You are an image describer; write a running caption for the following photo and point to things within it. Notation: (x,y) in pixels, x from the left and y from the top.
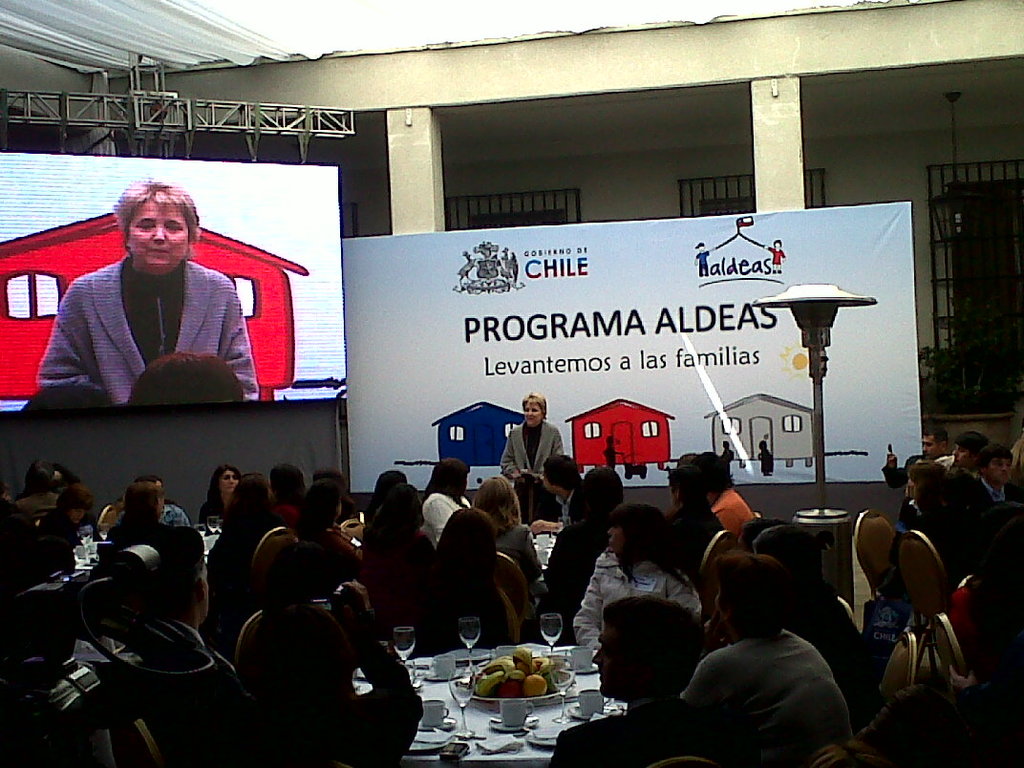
Beside this screen (232,268) there is a hoarding (516,387). Front these people (587,555) are sitting on chairs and in-front of them there are tables (552,706). On this table (522,646) there are glasses (564,698) and cup (593,703) with saucer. Background (788,209) there are pillars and plant (973,378).
